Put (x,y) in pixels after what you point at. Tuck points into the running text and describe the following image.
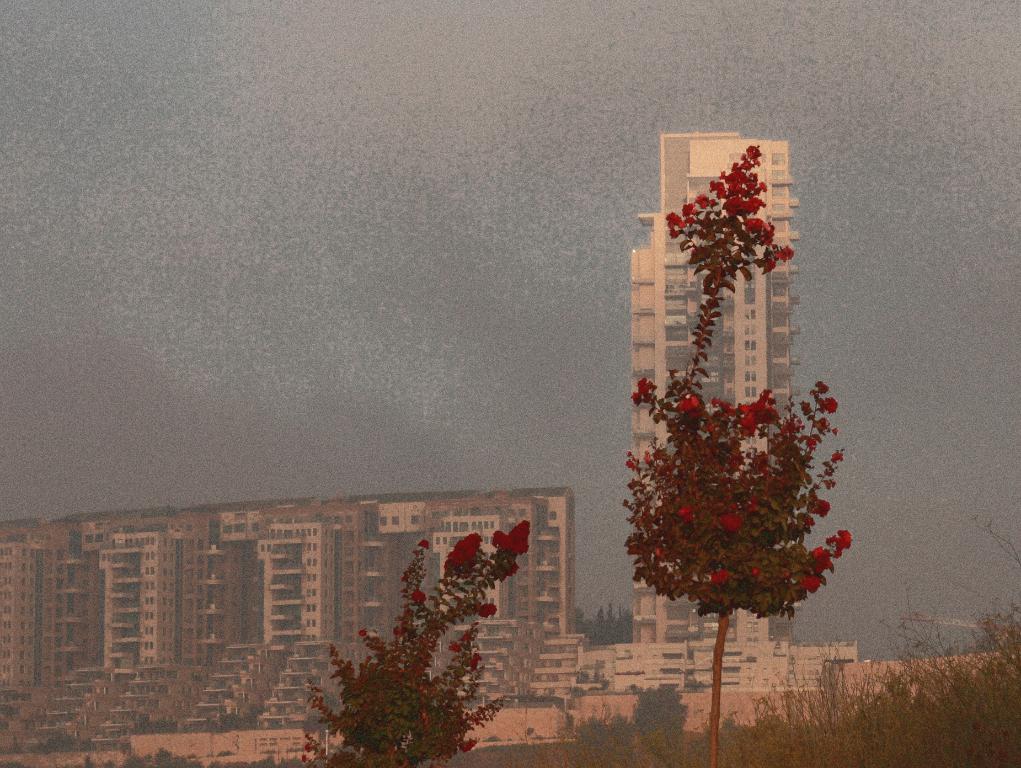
In the foreground of the picture (445,567) I can see the flowering plants (719,418). I can see the green grass (910,690) on the bottom right side of the picture (880,694). In the background (692,351), I can see the buildings (676,347). There are clouds (436,279) in the sky (366,258).
